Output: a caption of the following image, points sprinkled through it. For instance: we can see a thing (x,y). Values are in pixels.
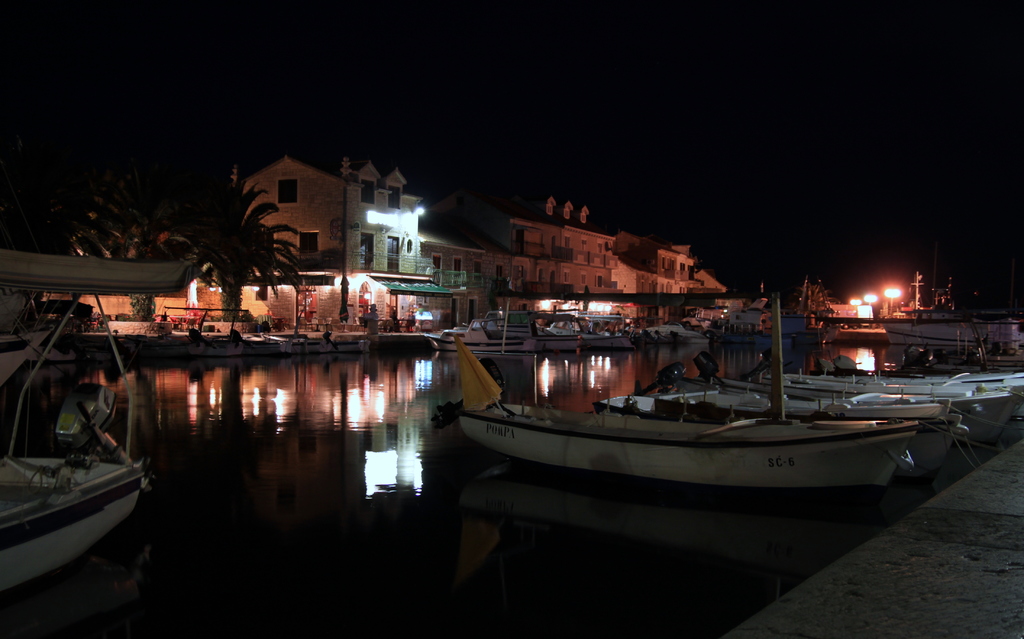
In this picture we can see small white boats (656,469) on the water (415,385). Behind there are some white houses (350,273) and coconut trees (242,234). On the top (769,119) there is a dark sky (746,95).
